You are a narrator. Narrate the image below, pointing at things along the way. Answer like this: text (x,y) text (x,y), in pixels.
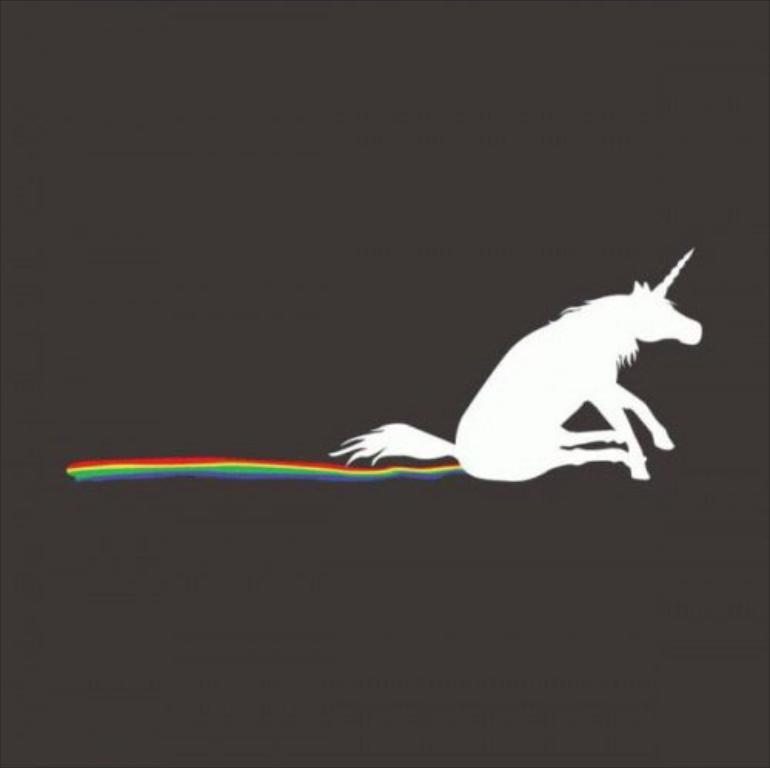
This is an edited image of a unicorn (510,410) and different colors and behind the unicorn (505,391) there is a dark background (136,453).
